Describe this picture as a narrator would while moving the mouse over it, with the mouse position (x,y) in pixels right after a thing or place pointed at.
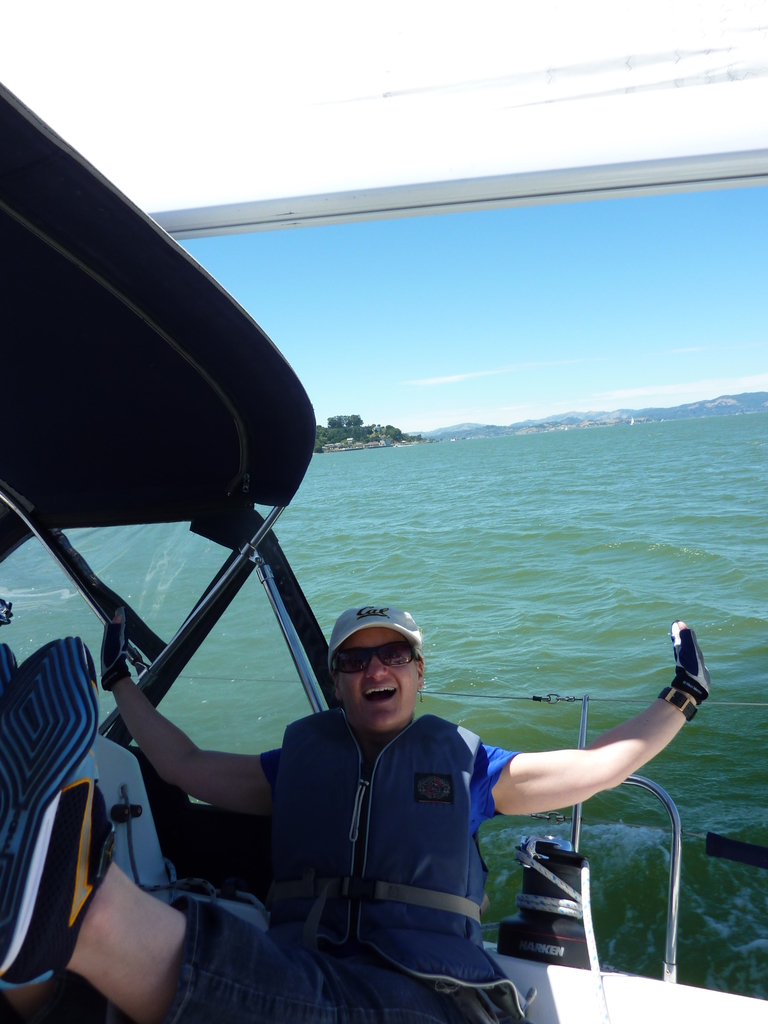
In the foreground (649,1011) I can see a person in the boat (647,1023). In the background (640,949) I can see water (763,711), trees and mountains (467,430). On the top (455,255) I can see the sky (461,390). This image is taken during a day in the ocean (511,582).
